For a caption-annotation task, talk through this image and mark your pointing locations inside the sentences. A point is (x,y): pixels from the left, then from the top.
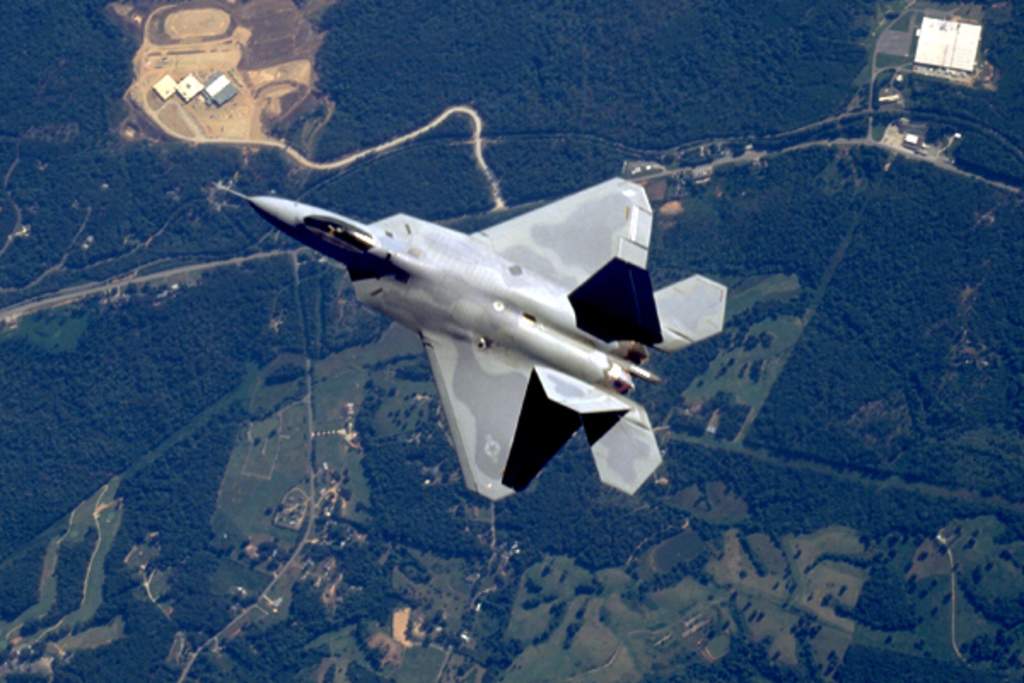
In the image there is a plane (467,307). Behind the plane (455,261) there is a top view of the earth (744,458). On the earth (289,387) there are trees (368,401) and buildings (926,60).
